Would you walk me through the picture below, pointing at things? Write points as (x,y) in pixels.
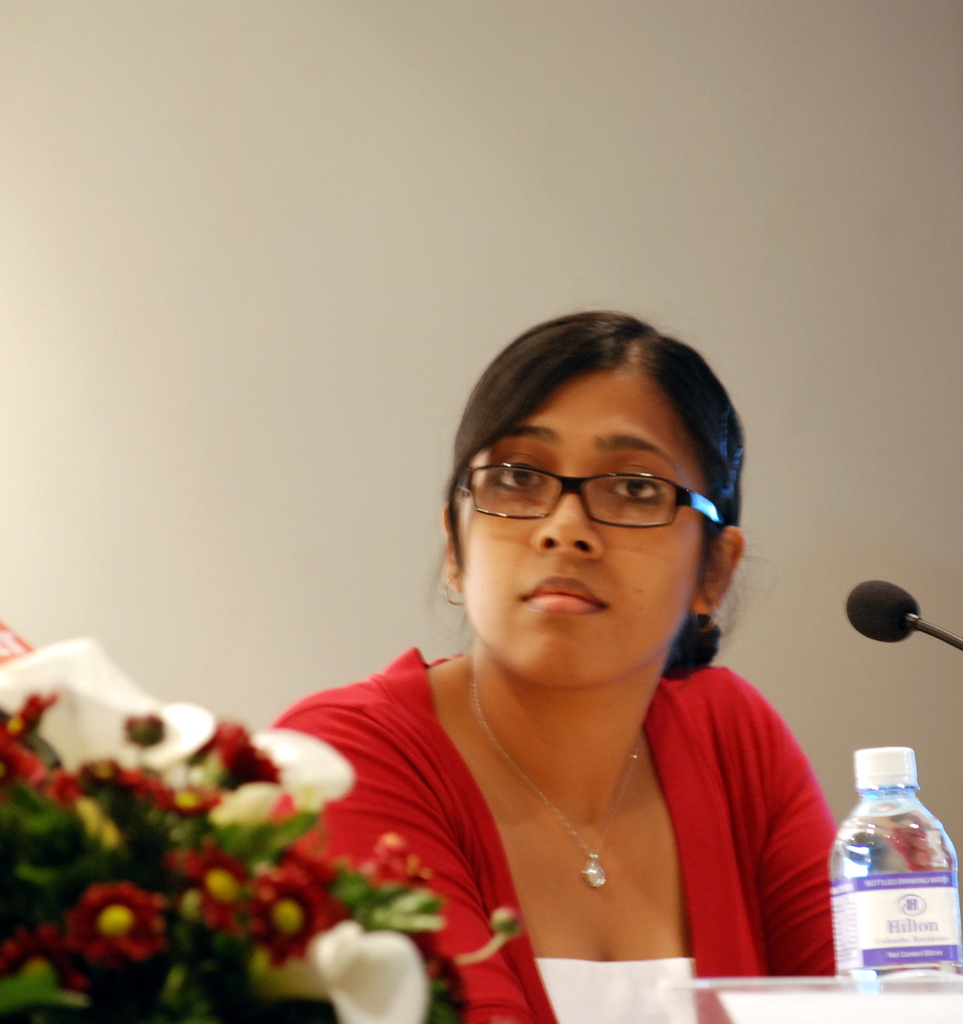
In this Picture we can see a woman (778,837) wearing red color jacket (371,823) with pearl pendant (602,877) and specs (643,497) is sitting on the chair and looking to the side. In front (893,928) we can see the water bottle (888,844), microphone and flower bouquet (153,899).
